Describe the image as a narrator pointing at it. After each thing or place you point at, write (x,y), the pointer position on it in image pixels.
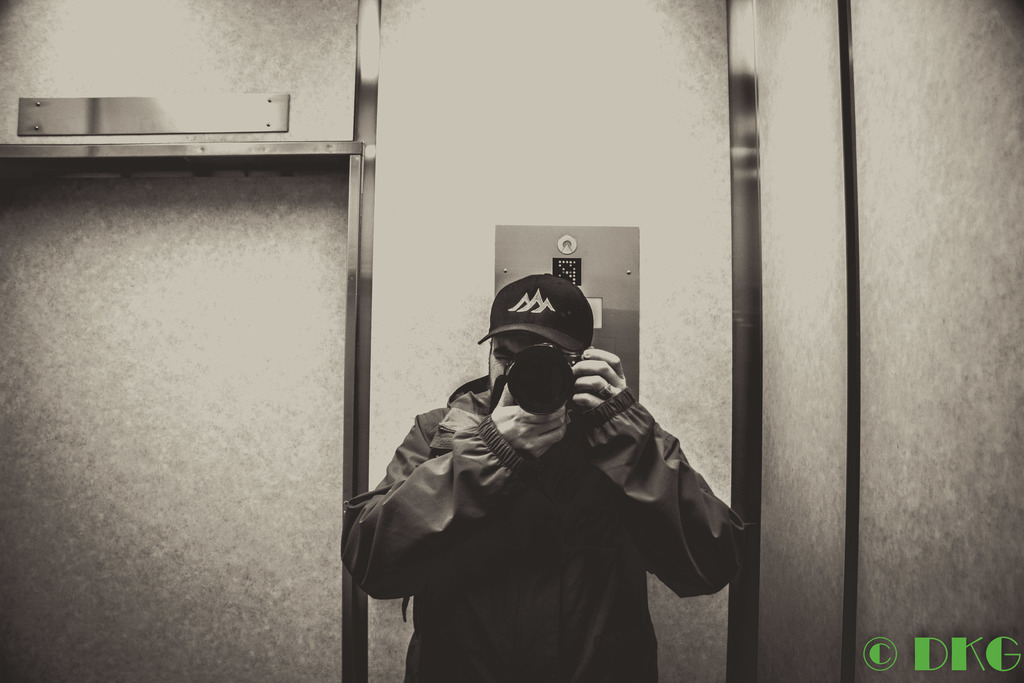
In this picture we can see a man (512,550) and he is holding a camera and in the background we can see a wall (812,636) and a lift (863,621), in the bottom right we can see some text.
